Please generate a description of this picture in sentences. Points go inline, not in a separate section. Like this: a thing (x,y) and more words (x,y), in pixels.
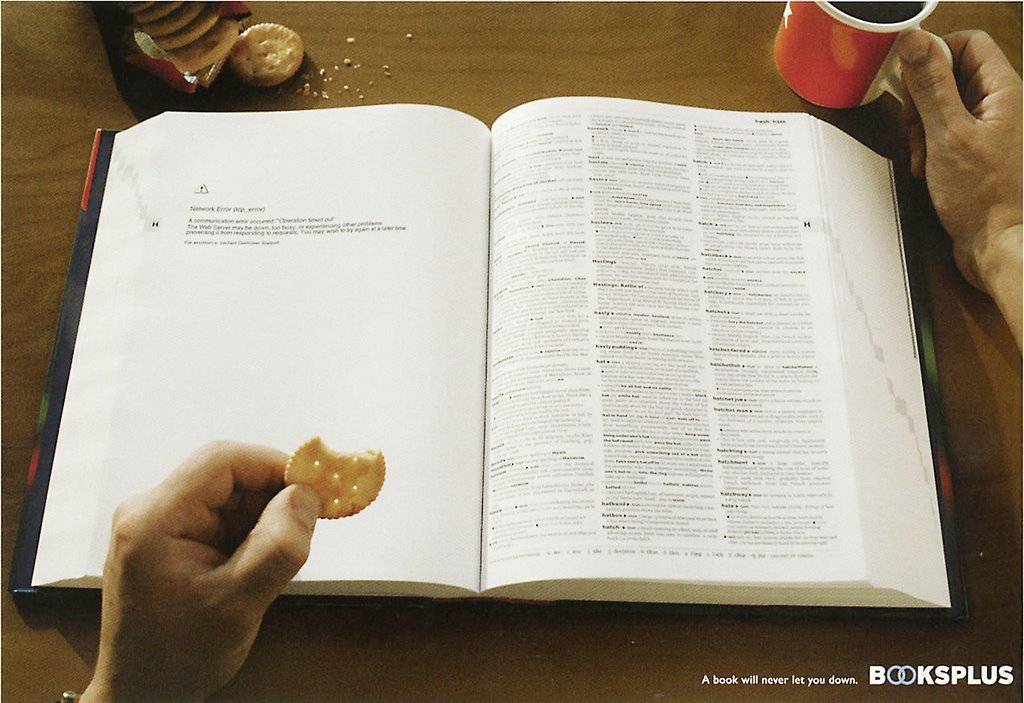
In this picture I can see a book (665,390) in the middle (648,434), there are human hands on either side of this image, in the bottom right hand side (798,683) I can see the text (811,678), at the top (154,18) there are biscuits (251,57). In the top right hand side (885,82) I can see a cup (873,71).
